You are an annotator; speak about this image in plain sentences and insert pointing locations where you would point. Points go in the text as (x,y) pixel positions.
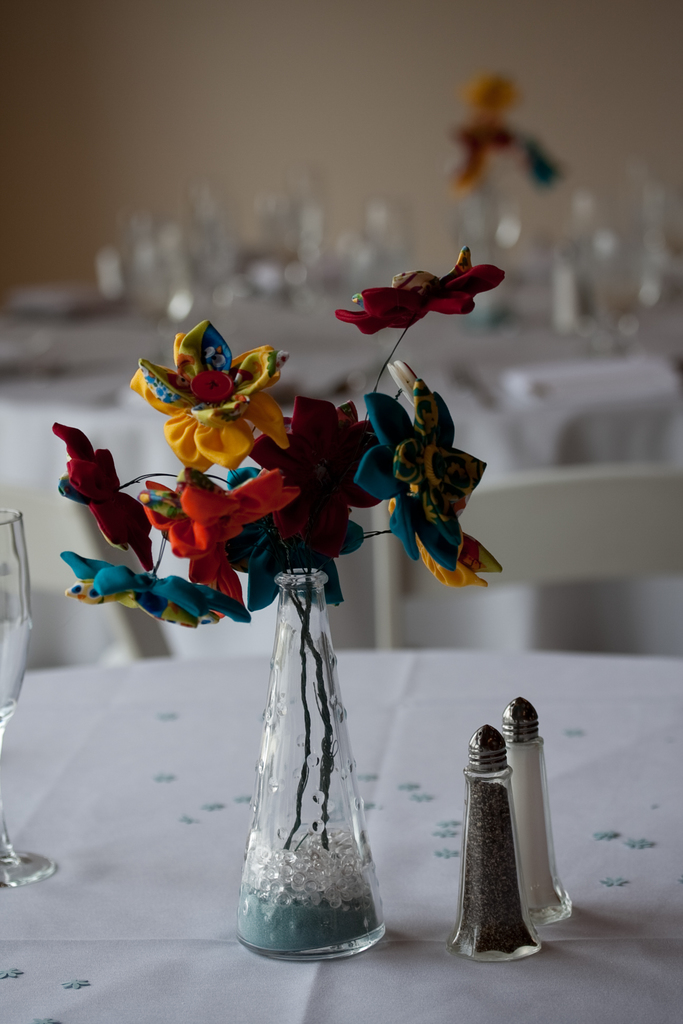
In front of the image there are flower vase (328,727) and condiments (472,742) on a table (217,689), in the background of the image (659,289) there are some objects (303,267) on the table (299,344) with empty chairs (563,491) in front of it, in the background of the image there is a wall (387,75).
